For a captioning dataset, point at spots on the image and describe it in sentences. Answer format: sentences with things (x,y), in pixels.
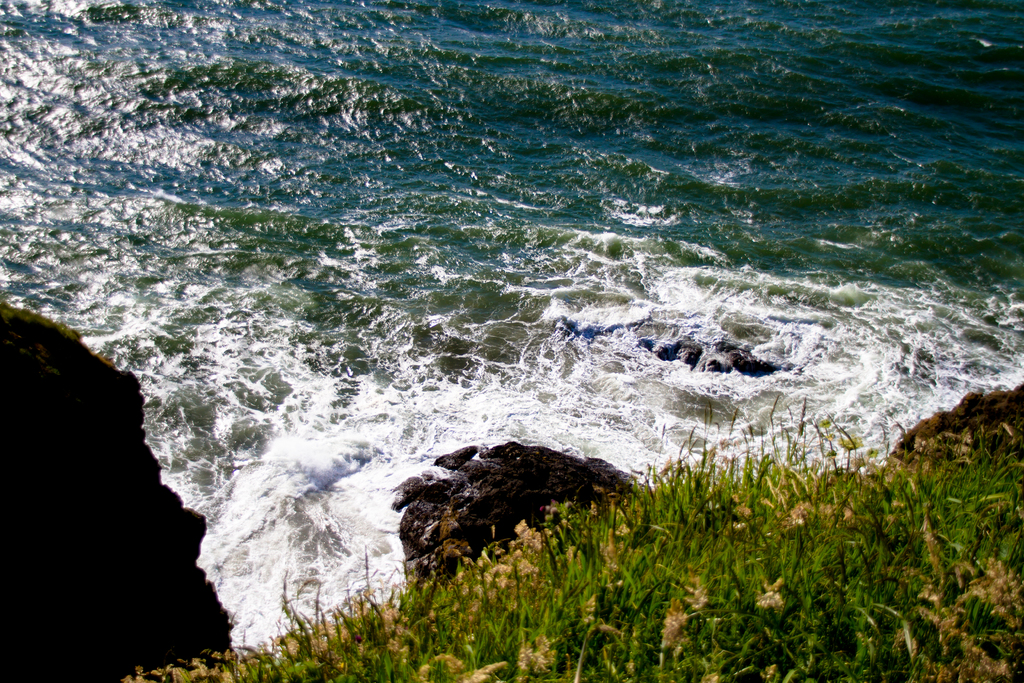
In this picture we can see plants (902,567) at the bottom (922,567), in the background (761,255) we can see water (573,227).
